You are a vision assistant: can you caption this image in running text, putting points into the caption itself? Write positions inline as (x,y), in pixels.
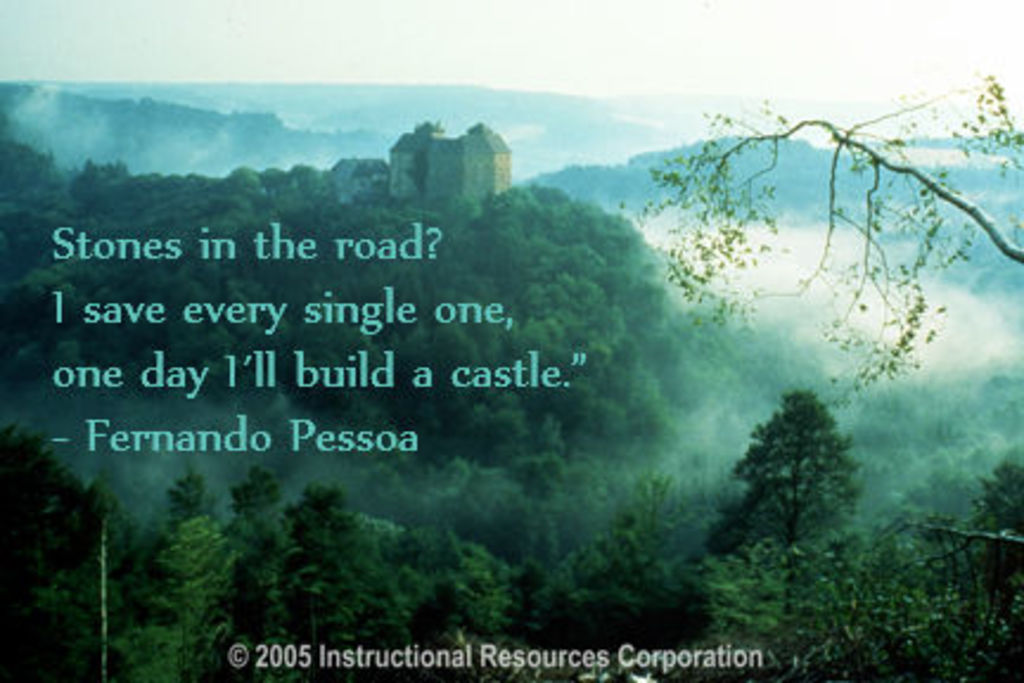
In this image we can see a picture. In the picture there are sky (279,44), hills (452,114), buildings (463,151), trees (500,424) and some text (221,239).
